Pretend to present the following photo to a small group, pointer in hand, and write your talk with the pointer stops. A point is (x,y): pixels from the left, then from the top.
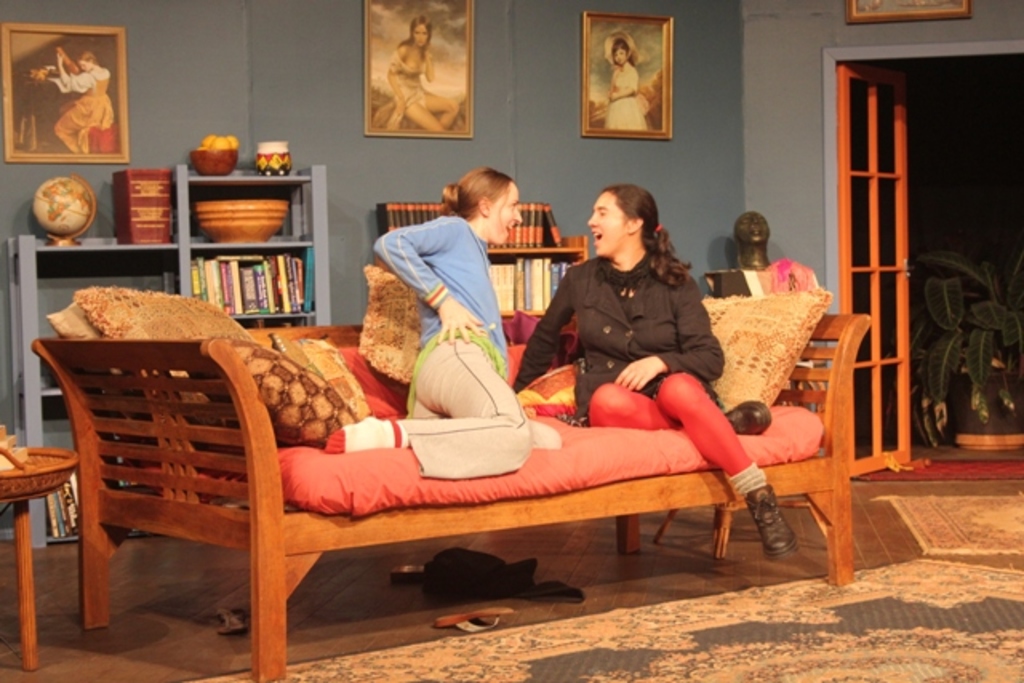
In this image there are two women (440,340) sitting on a bed (309,469) which has pillows (406,349) on it and talking. At the background (265,14) there is a wall (238,46) and photo frames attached to it. to the left side (150,198) we have a shelves (184,235) and books (229,275) in it and a globe (72,181) to the left side (57,187). To the right side (872,190) we have a door (870,245).
